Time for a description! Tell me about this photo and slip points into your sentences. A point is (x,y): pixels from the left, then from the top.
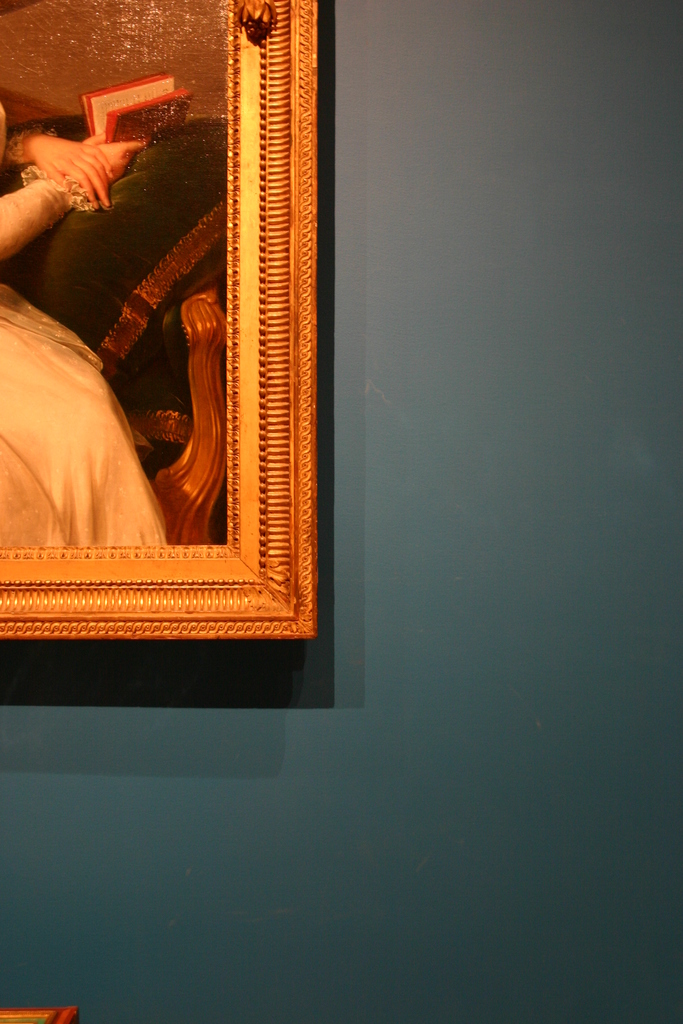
In this image I can see a frame (285,82) is attached to the blue wall (471,771).
